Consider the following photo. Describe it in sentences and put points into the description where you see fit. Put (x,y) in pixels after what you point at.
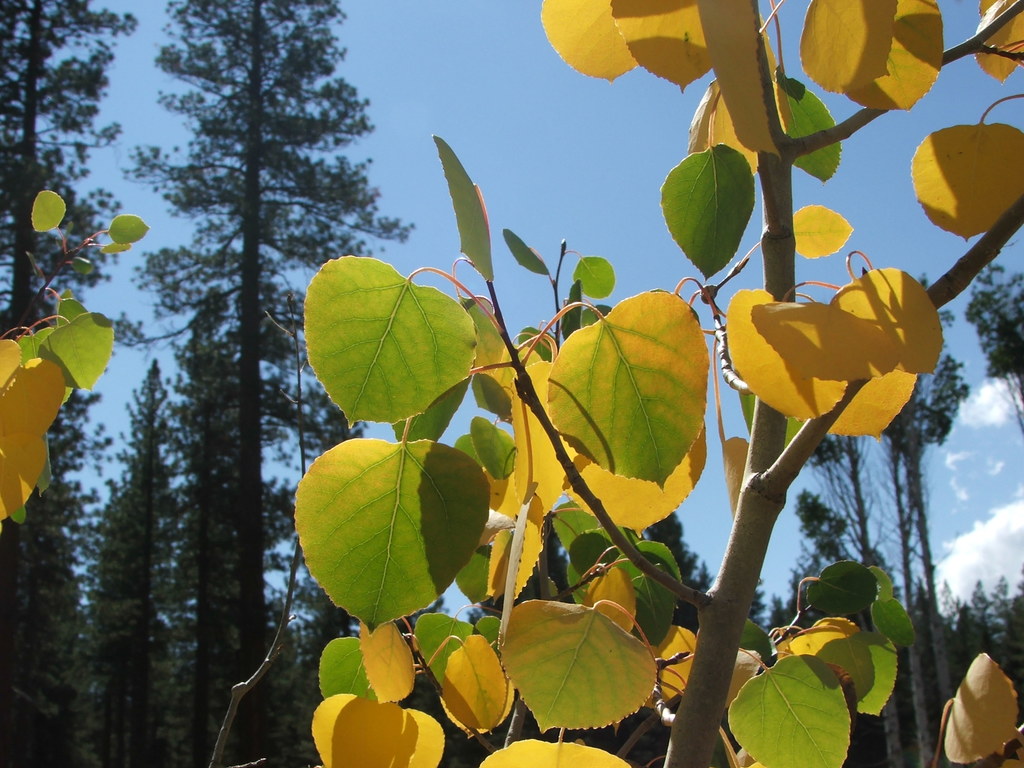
In the center of the image (644,428) we can see a plant (752,480) with branches (752,480) and leaves (531,449). On the left side of the image (65,352), we can see branches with leaves (52,336). In the background (347,150), we can see the sky (557,143), clouds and trees (911,487).
